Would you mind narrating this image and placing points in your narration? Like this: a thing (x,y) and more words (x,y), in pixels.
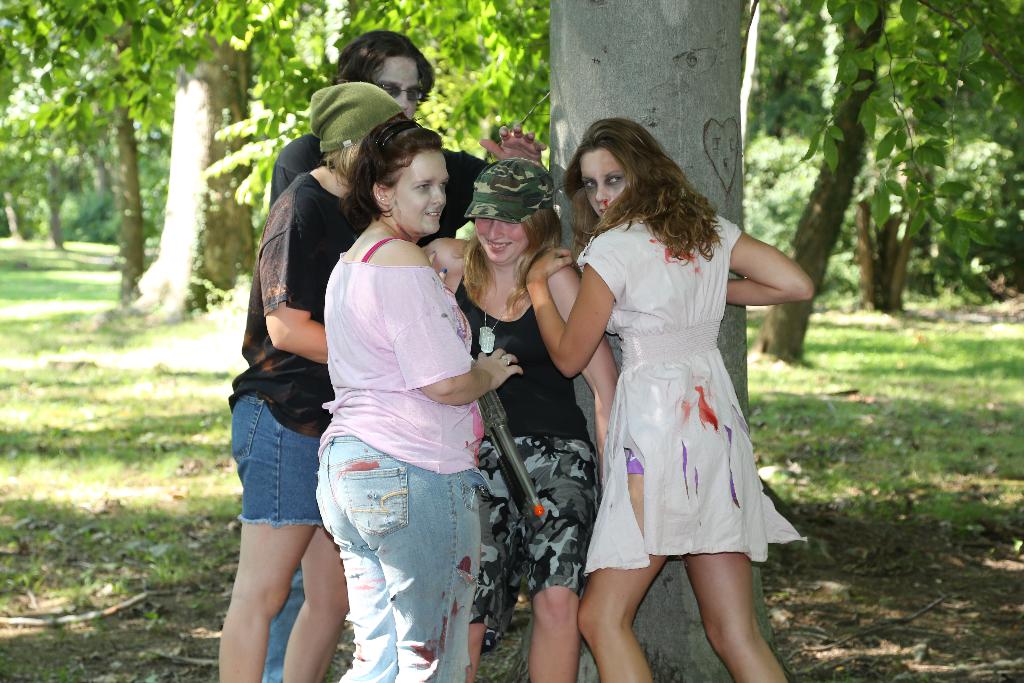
In this image there is a woman (530,351) mobbed by a group of people (362,307), behind the woman (441,244) there are trees (133,187) and there's grass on the surface (101,543).
